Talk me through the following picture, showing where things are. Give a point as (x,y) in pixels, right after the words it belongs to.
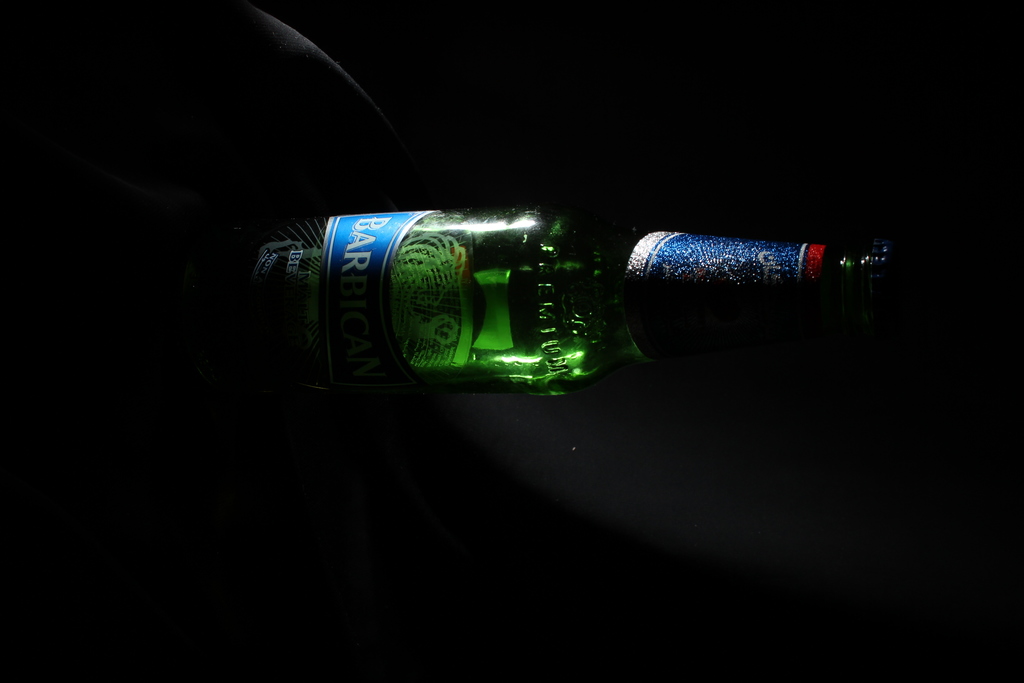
This is the image of a green bottle (706,338).
